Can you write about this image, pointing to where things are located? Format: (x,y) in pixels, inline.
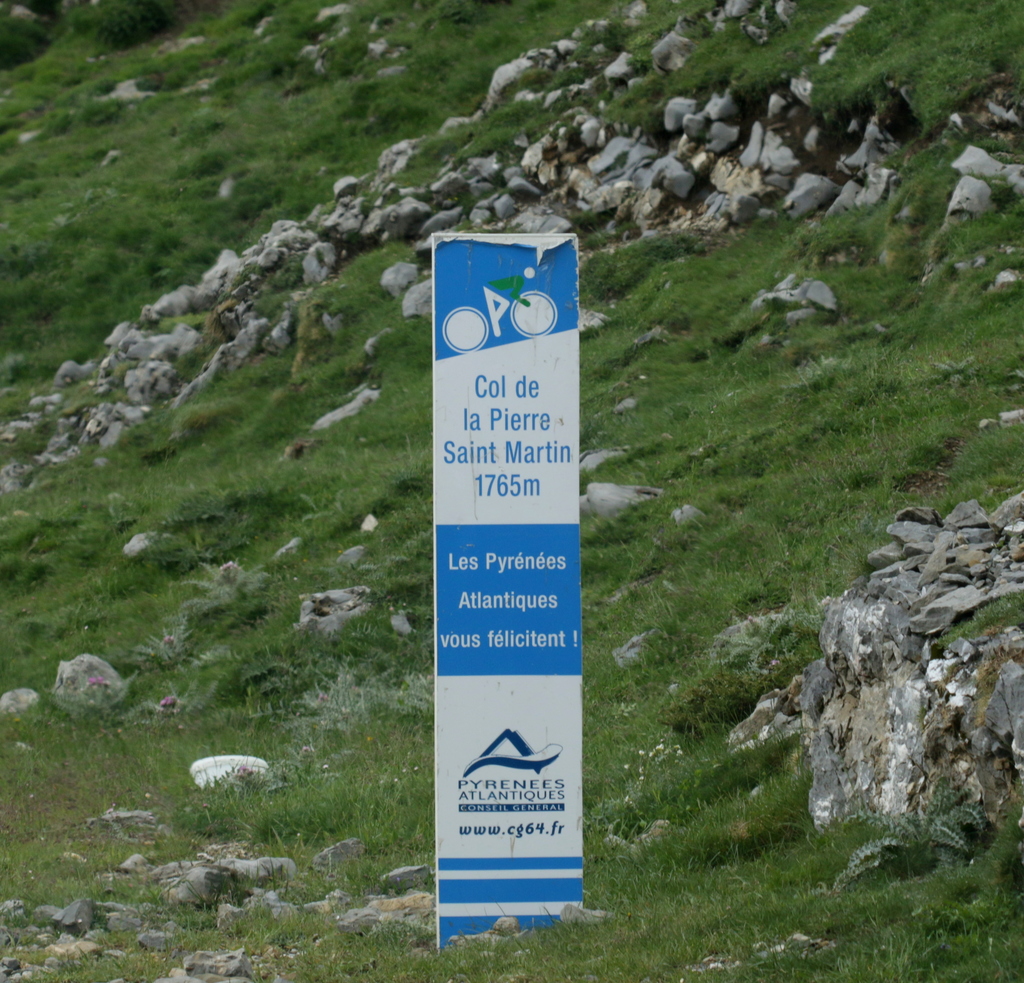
In the front of the image (510,506) I can see a board (510,506). Something is written on the board (506,676). In the background of the image (337,234) there are rocks (372,214) and grass (271,443).
